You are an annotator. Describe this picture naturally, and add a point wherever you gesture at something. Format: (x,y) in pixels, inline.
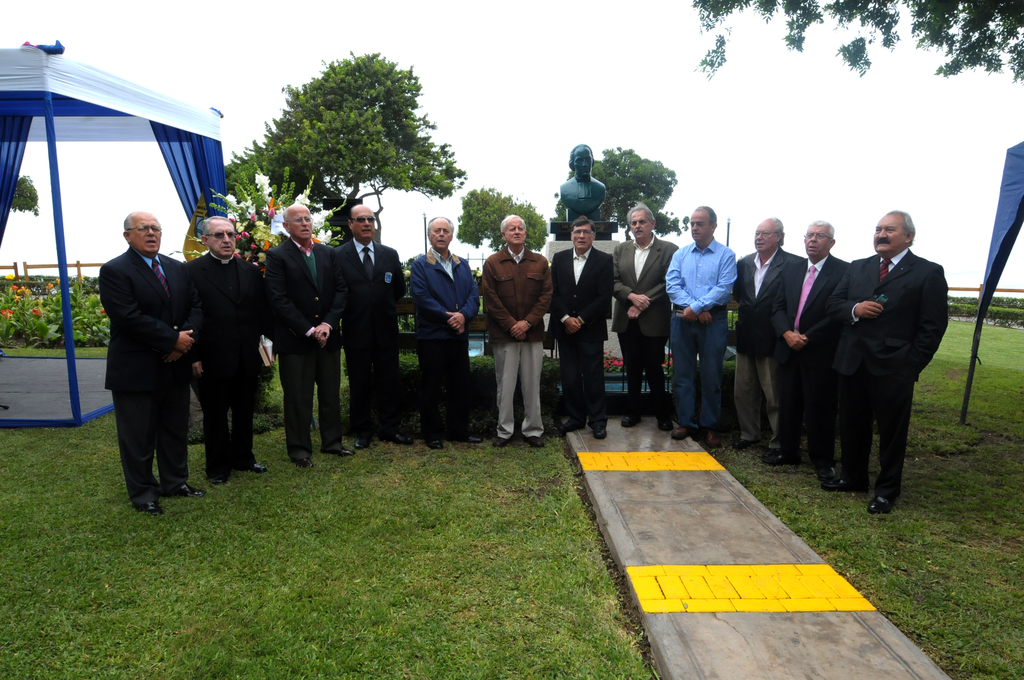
In this image I can see the ground (384,546), the path (664,555), some grass (540,573) on the ground (320,532) and number of persons (819,282) wearing blazers (836,308) are standing on the ground (920,391). Behind them I can see a green colored statue (601,190), few trees (558,201), a white and blue colored tent (185,152) and in the background (756,168) I can see the sky (738,111).
